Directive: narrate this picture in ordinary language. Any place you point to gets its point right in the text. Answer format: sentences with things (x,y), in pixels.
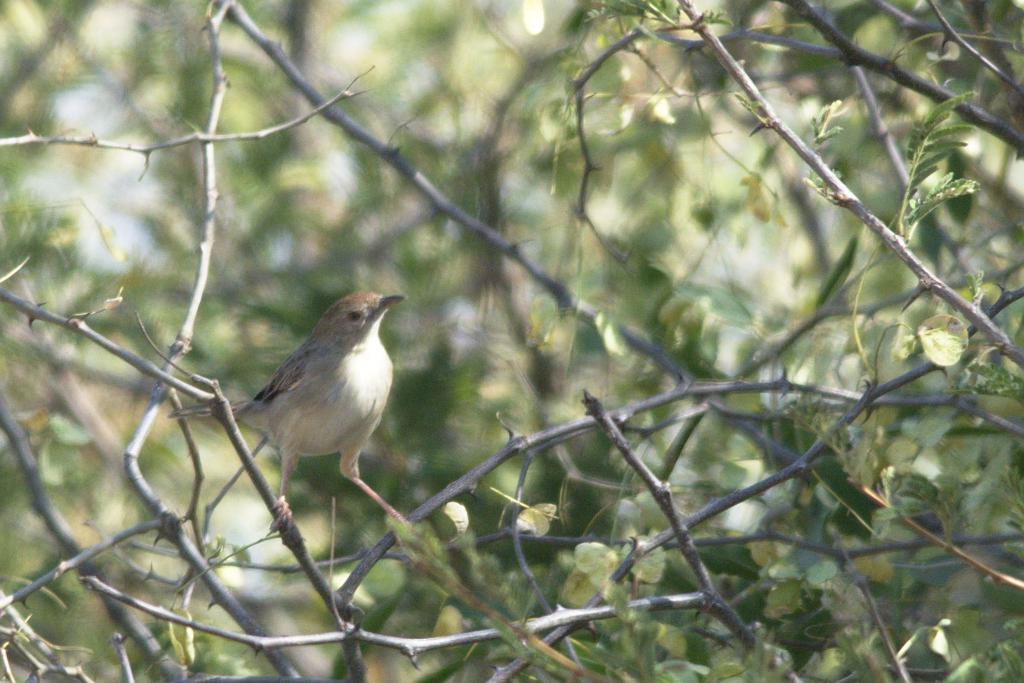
In this image in the center (346,352) there is one bird (289,461), and the background (52,88) is blurred.
